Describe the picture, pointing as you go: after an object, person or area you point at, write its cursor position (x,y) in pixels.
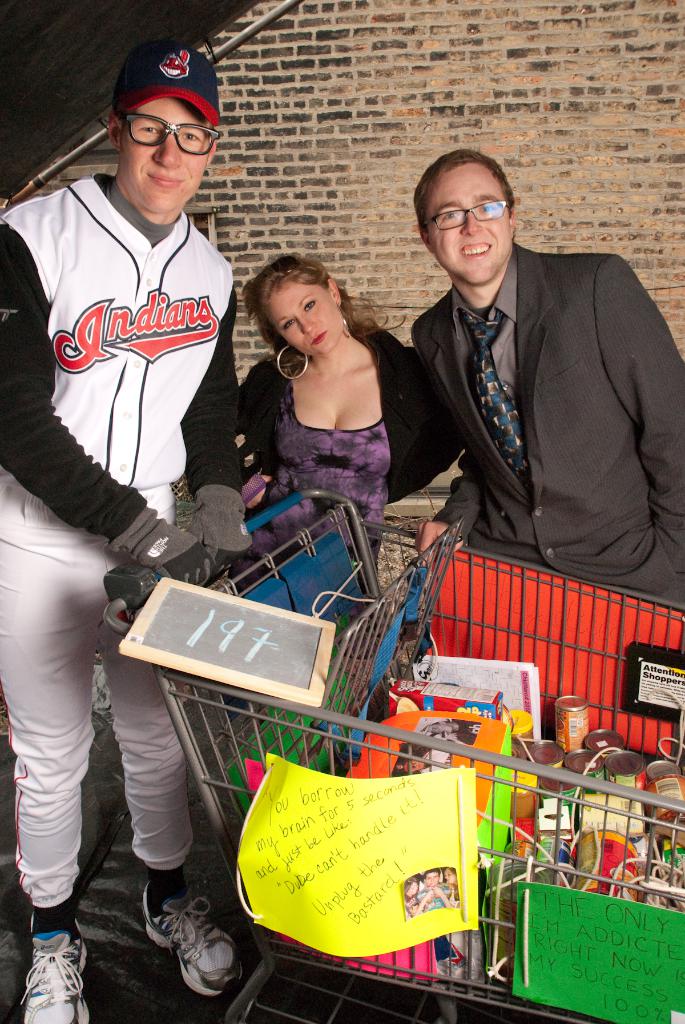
In this image we can see three persons (281,403) two males (67,490) and a female (345,472), male persons (143,185) wearing white and black color dress (508,348) respectively and female (379,392) wearing purple color dress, person (69,361) wearing white color dress (22,685) also wearing blue color cap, holding shopping trolley (372,747) in his hands (206,566) in which there are some products (656,773) and in the background of the image (305,226) there is a brick wall (552,171).
